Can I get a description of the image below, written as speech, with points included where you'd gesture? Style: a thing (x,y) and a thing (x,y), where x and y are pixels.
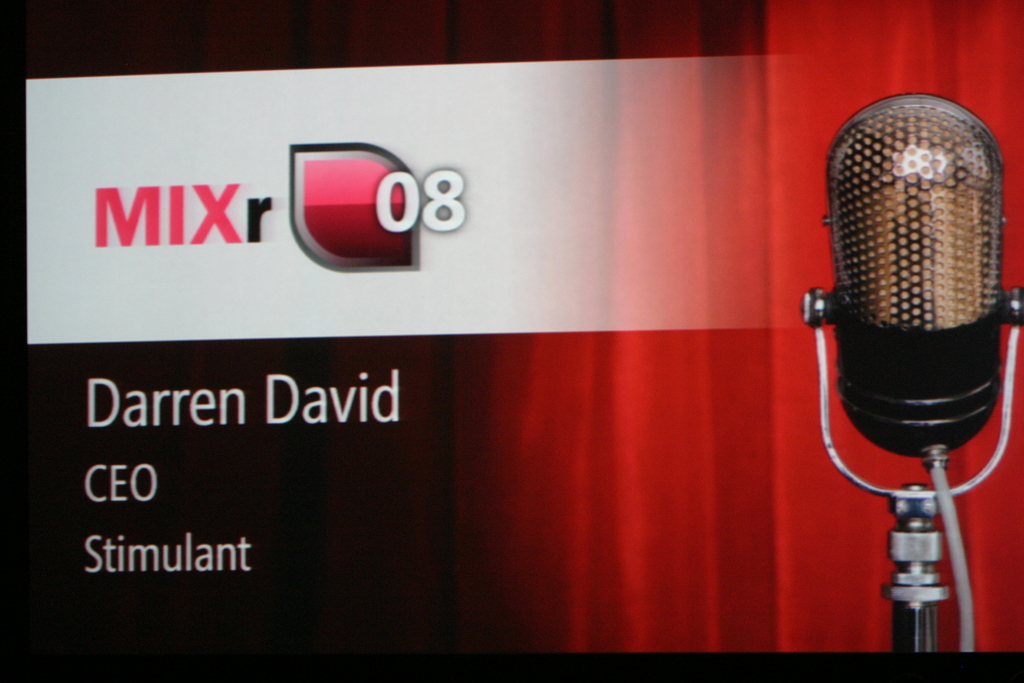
In this picture I can see a poster (642,533). I can see words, numbers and there is an image of a mike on the poster (302,454).
